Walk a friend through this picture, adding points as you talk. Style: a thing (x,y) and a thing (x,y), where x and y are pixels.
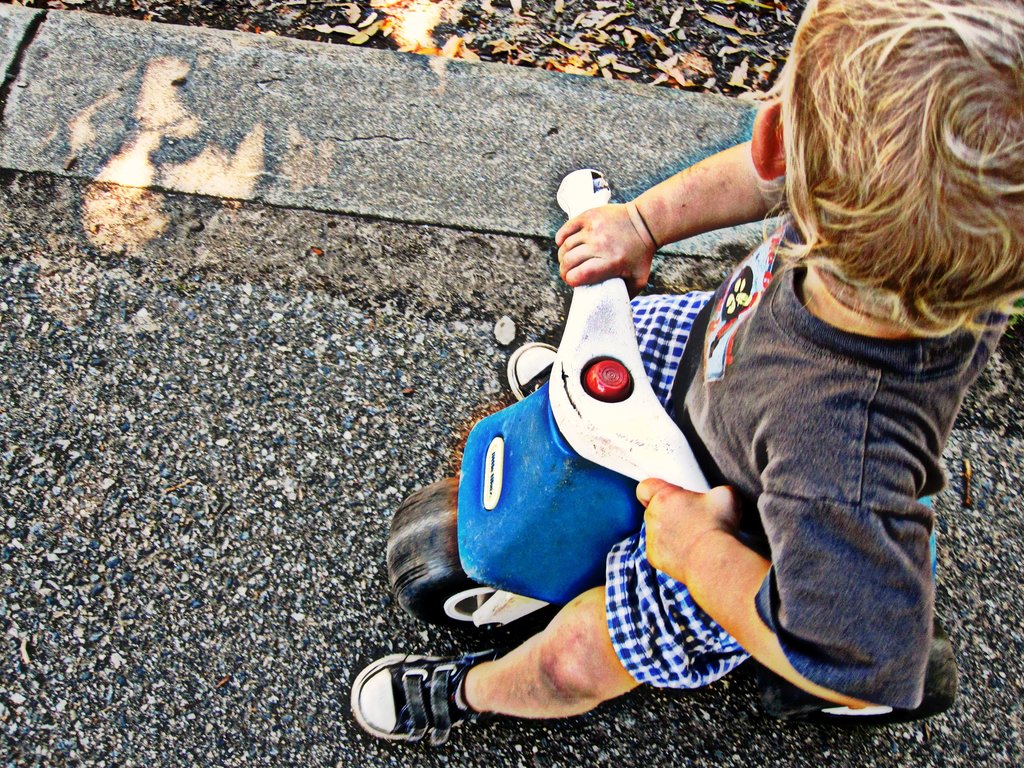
On the right side of the image (833,175) we can see a boy (782,214) is sitting on a toy vehicle (497,569). In the background of the image (298,373) we can see road (310,360), some dry leaves (563,69) are there.
